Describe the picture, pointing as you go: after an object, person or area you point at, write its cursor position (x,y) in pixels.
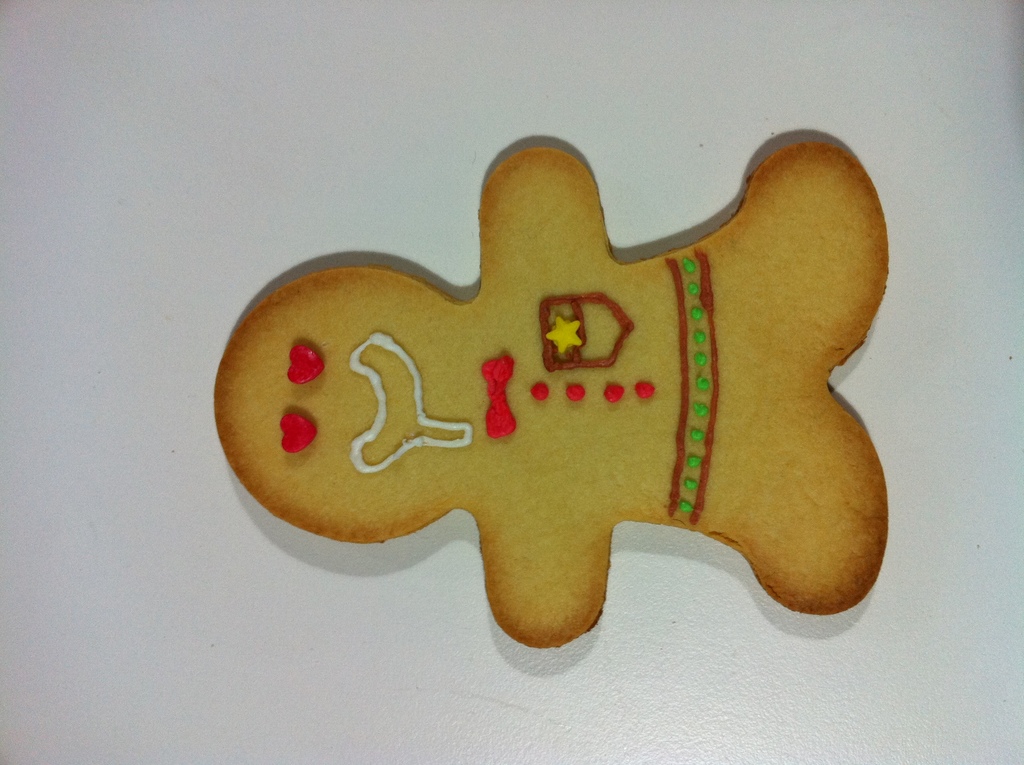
In this image I can see the cookie (556,312) which is in the shape of the toy (674,316). It is in brown, red, green and white color. It is on the white color surface (465,606).
